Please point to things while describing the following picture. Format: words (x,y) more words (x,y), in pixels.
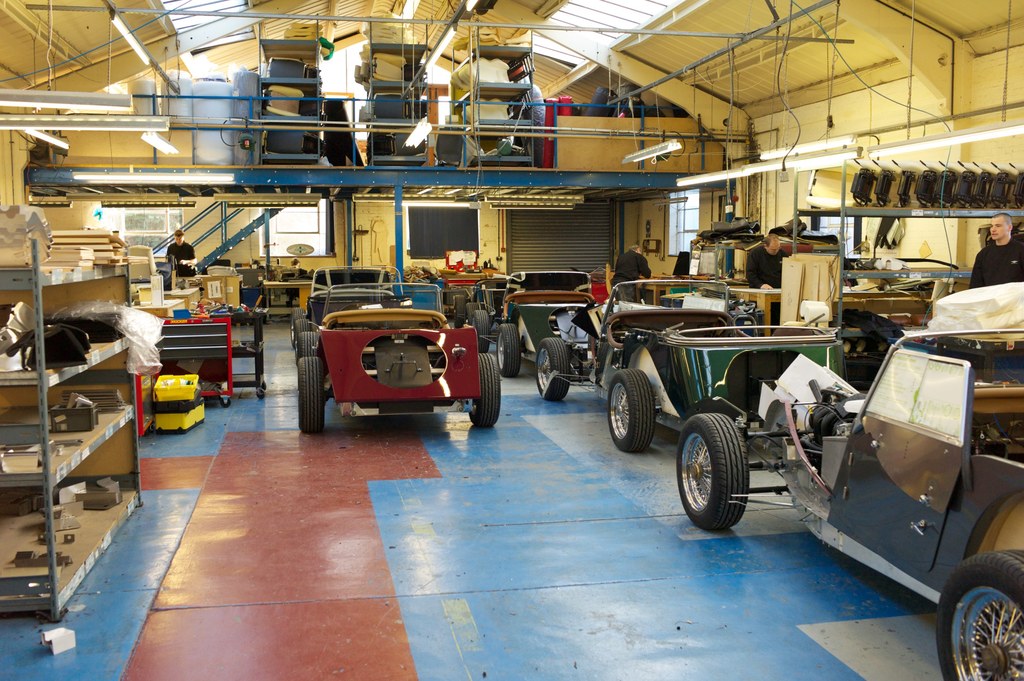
In the image we can see there are many vehicles (405,329). We can see there are even people (174,254) wearing clothes (186,250). Here we can see the floor (374,458), shelves (20,533), lights (130,174), cable wires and the window (693,210).
